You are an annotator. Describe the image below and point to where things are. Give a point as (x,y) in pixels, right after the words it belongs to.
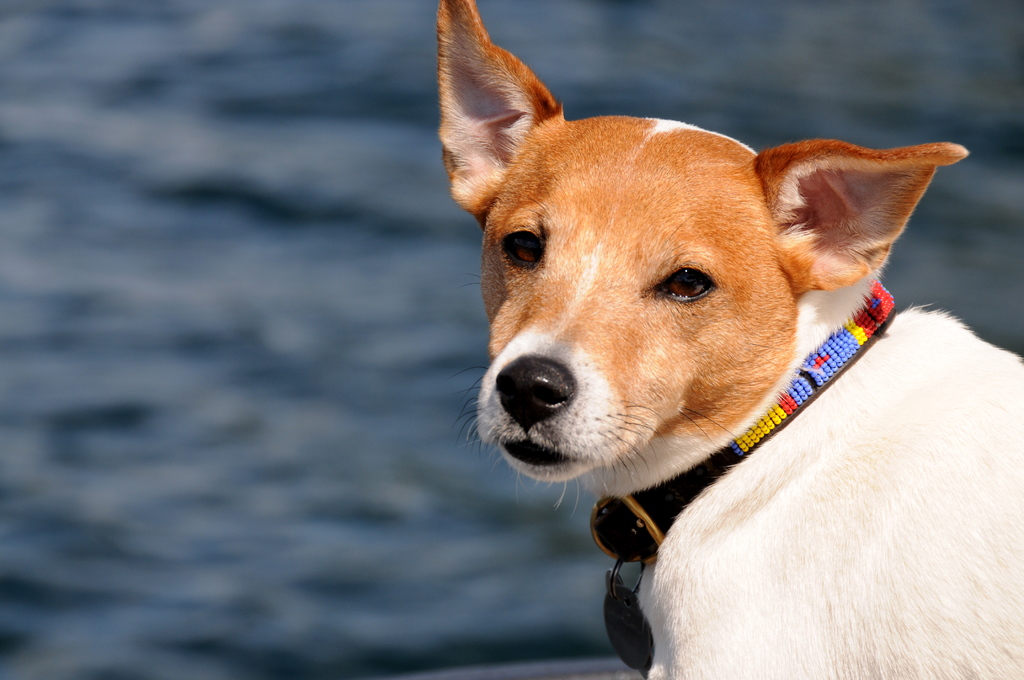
In this picture, there is a dog (739,302) towards the right (902,417). It is brown and white in color. On its neck (697,535), there is a belt (640,559). In the background (327,395), there is water (227,426).
